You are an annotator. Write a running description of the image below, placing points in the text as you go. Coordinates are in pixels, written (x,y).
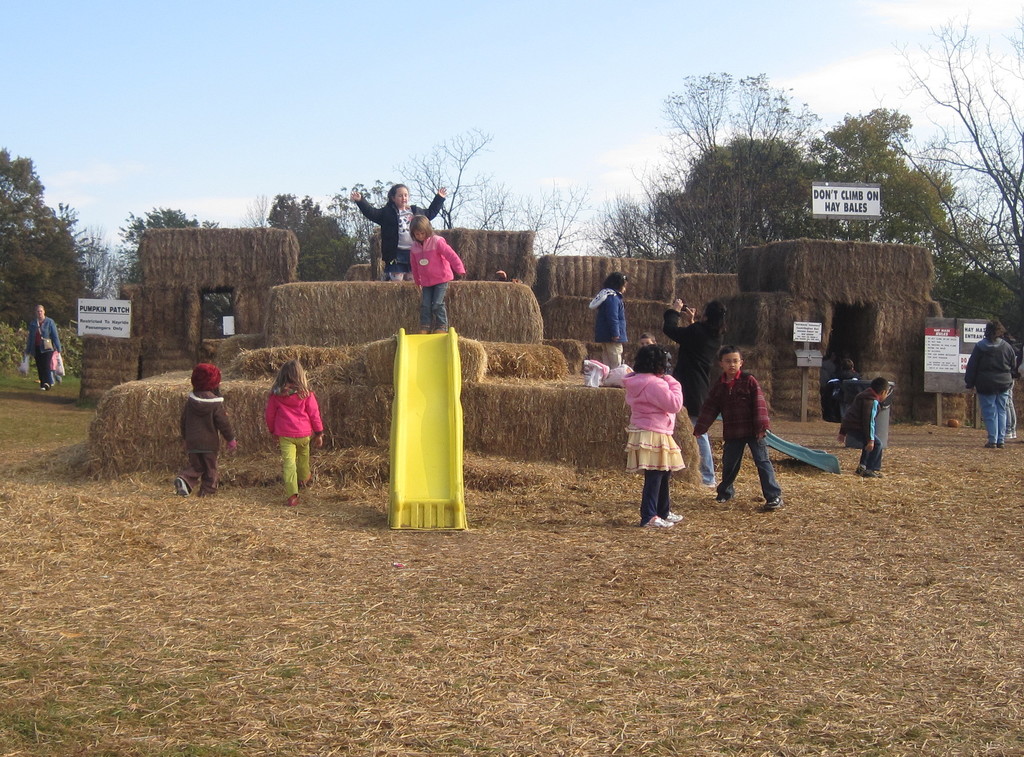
In this image we can see a group of people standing on the haystack (535,369). On the left side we can see a person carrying bags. We can also see the slides (410,484), a group of people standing on the ground (765,620), some boards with text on it, some huts (777,375) built with dried grass (781,361), a group of trees (886,229), plants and the sky (534,106) which looks cloudy.
